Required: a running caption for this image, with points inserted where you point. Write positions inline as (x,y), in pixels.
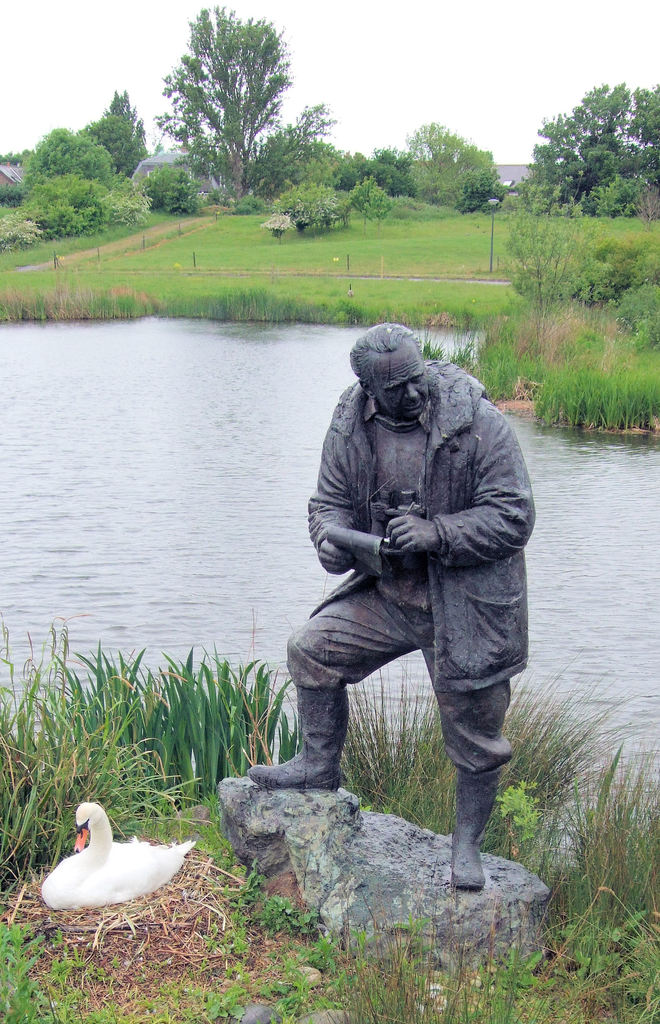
In this image there is the sky (565,106), there are trees (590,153), there are trees (626,160) truncated towards the right of the image (551,165), there are trees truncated towards the left of the image (220,156), there is the grass (613,392), the grass (629,393) is truncated towards the right of the image (501,300), there is water (194,467) truncated, there is a sculpture (370,552) of a person (329,450), there is a bird (133,866), there are plants (382,994) truncated towards the bottom of the image (379,986), there are plants (55,707) truncated towards the left of the image (27,828).
